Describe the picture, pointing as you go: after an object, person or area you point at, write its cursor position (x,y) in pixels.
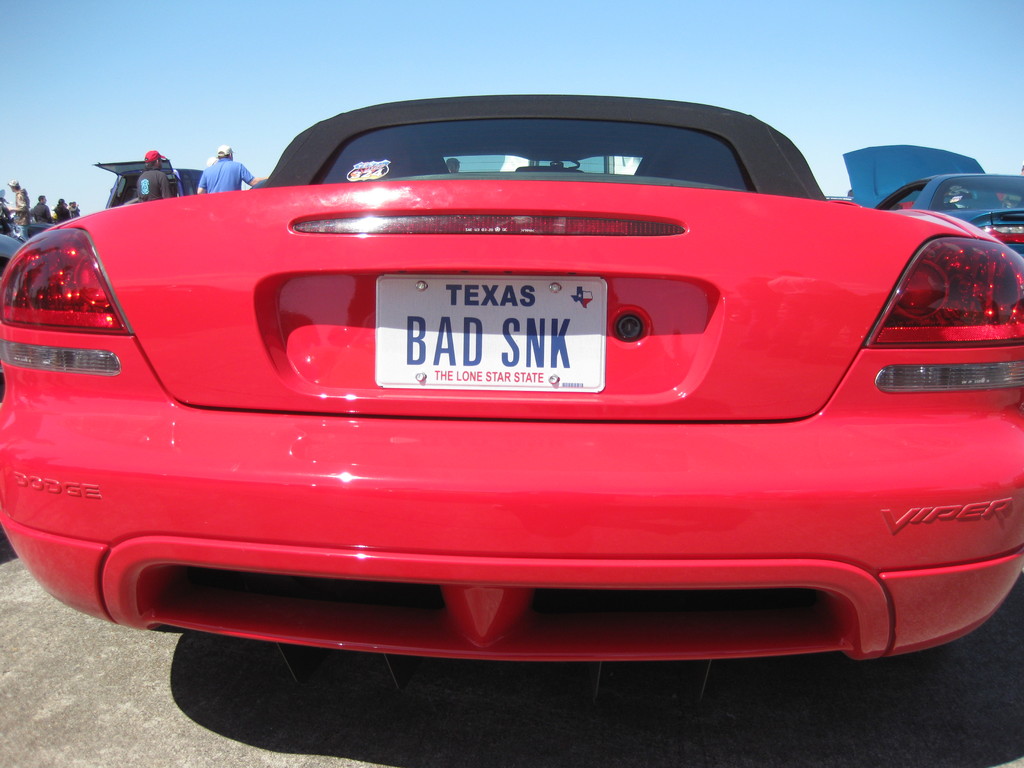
In this image, I can see a car (776,379), which red and black in color. On the left side of the image (46,218), I can see few people (18,204) standing and a vehicle (171,187). On the right side of the image (863,180), I can see another car (943,189). At the top of the image (424,75), It looks like the sky (703,93). At the bottom of the image (52,691), I think this is a road (306,711).
